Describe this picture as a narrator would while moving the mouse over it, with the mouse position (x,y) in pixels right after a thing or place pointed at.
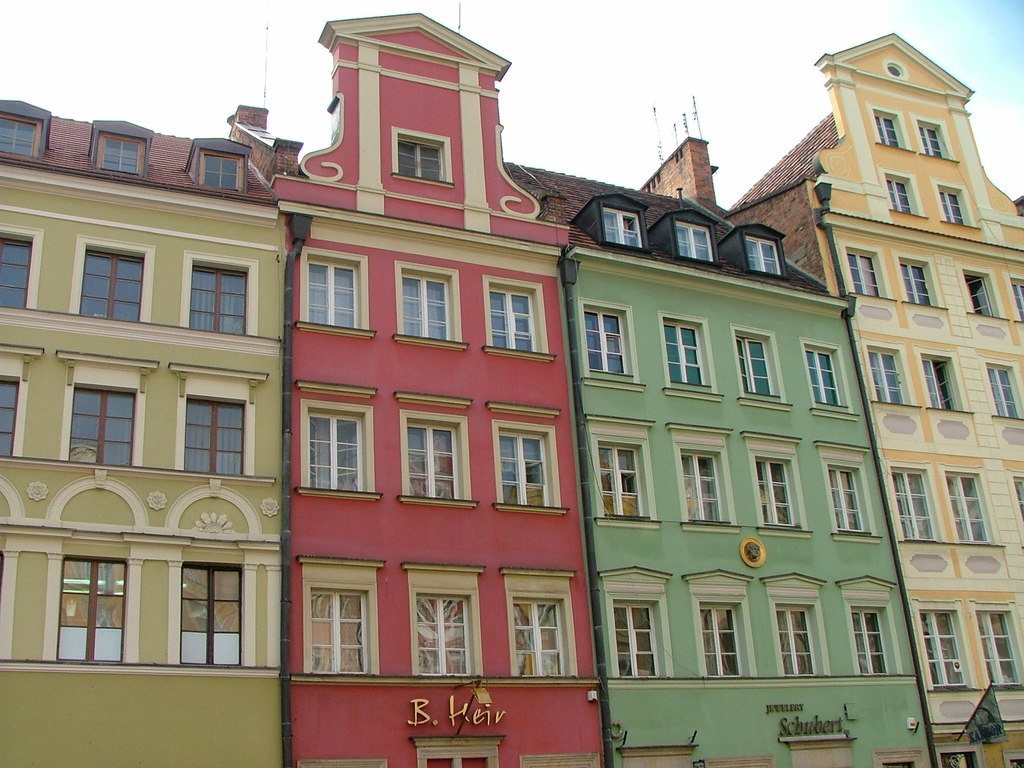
In this picture we can see buildings (246,445) with windows (610,466) and pipes (284,669). At the bottom of the image (489,720), there are name boards (801,727) and a flag (982,704). At the top of the image (655,72), there is the sky (550,81).
